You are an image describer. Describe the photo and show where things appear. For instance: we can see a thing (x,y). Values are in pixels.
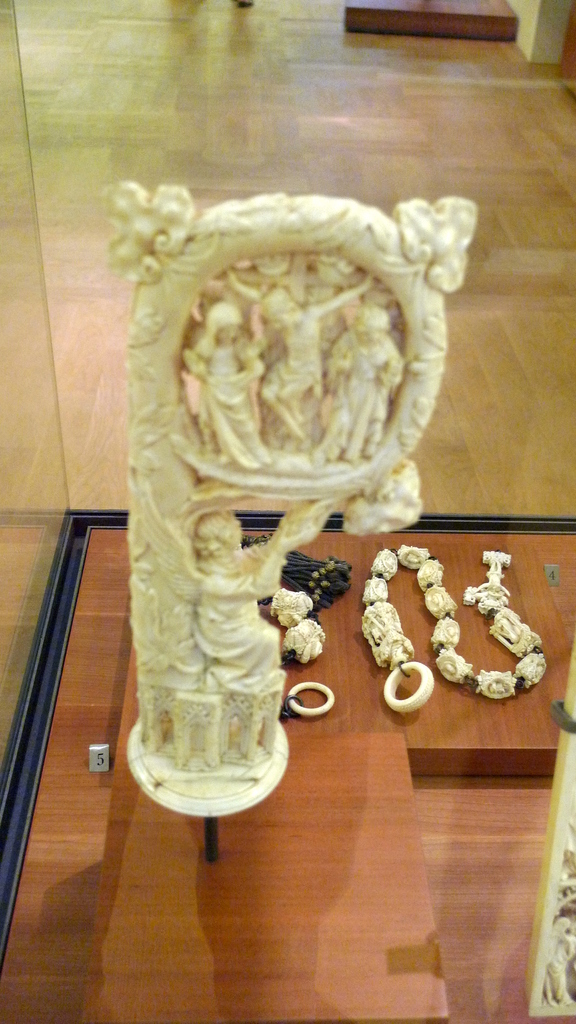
In this picture we can see sculptures (534,954) and some objects (443,656) on the wooden platform (226,945) and in the background (211,95) we can see the floor (222,117), glass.
